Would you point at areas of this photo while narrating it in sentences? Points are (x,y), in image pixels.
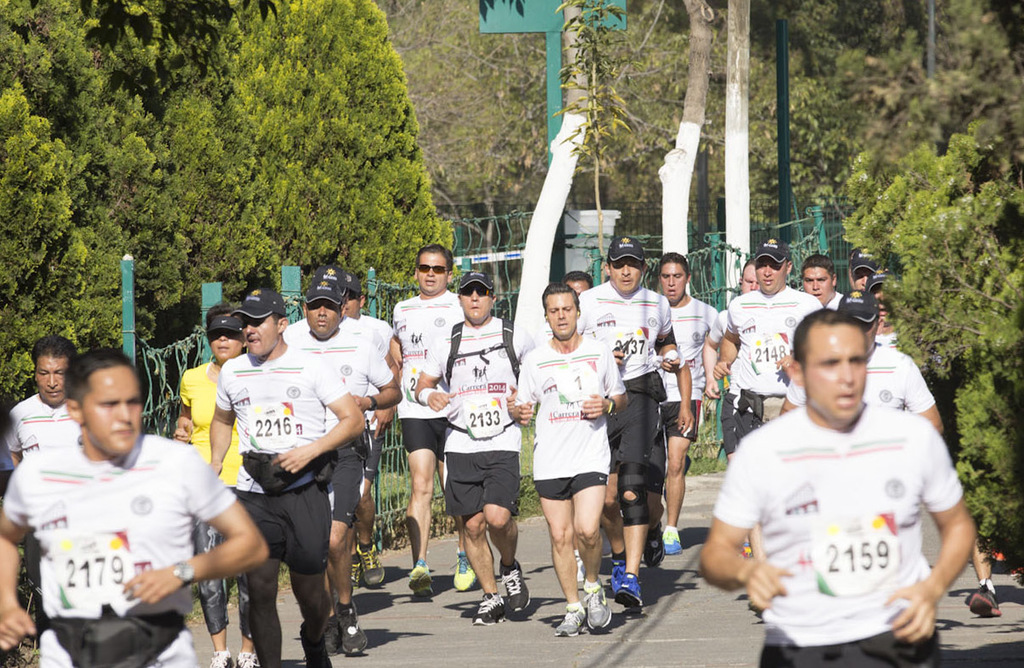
In the foreground of the picture (427,340) there are people (806,513) running on the road (615,606). On the right (960,199) there are trees (964,240). On the left (215,174) there are trees (159,168). In the center of the picture (548,242) there are trees (515,174), railing (499,299), grass (527,452) and poles (783,96). It is sunny.
